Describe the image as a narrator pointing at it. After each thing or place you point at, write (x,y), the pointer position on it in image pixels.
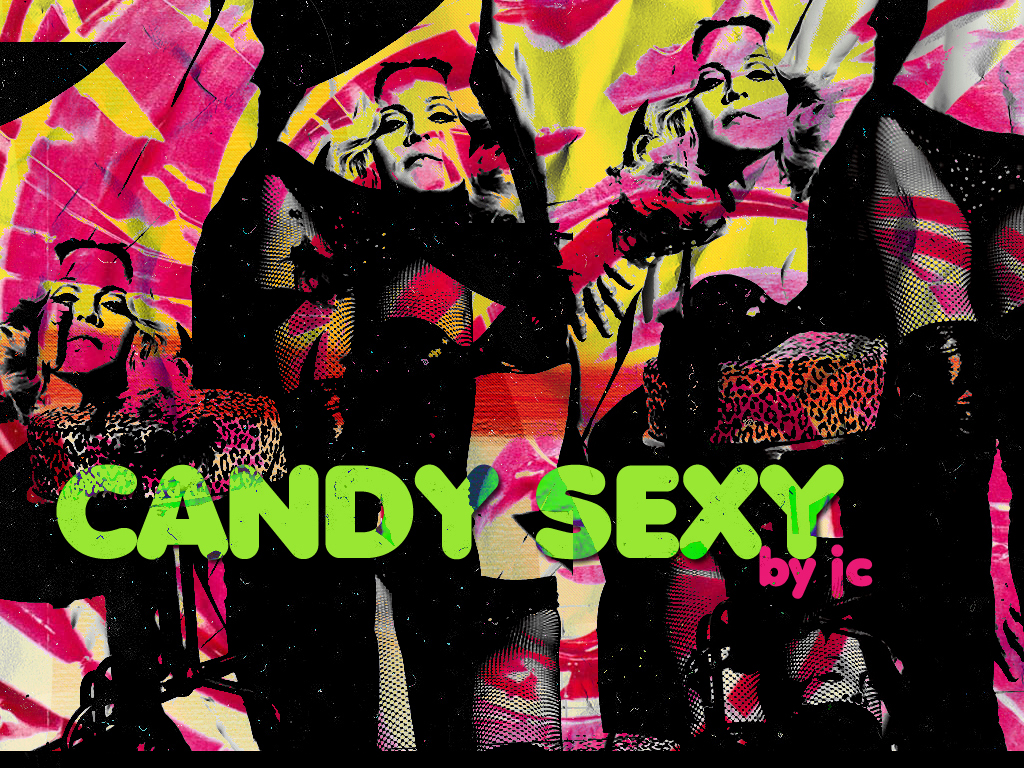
In the center of the image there are depictions (196,288) of women (886,177). There is some text (398,546).
